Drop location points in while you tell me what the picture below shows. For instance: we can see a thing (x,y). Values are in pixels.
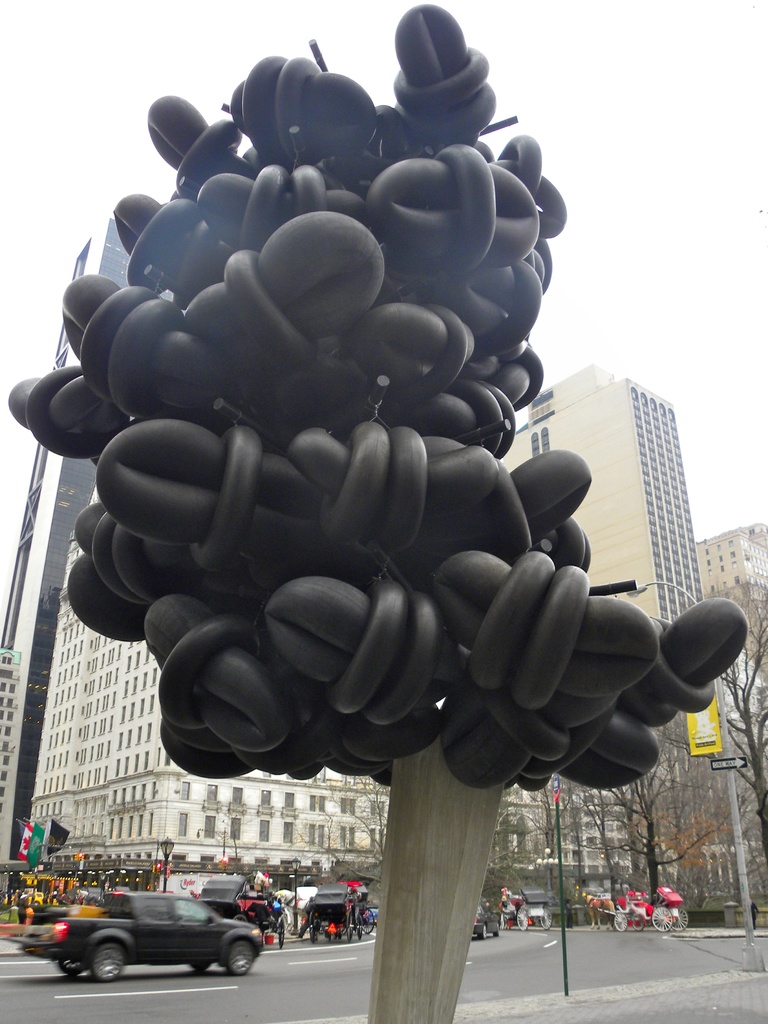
In the center of the image (315,482) we can see a sculpture (397,781). At the bottom (83,954) there are vehicles (92,959) on the road (637,979). In the background (610,485) there are buildings (748,580), trees (602,819), poles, flags (33,834), boards (696,718), people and sky (637,263).
